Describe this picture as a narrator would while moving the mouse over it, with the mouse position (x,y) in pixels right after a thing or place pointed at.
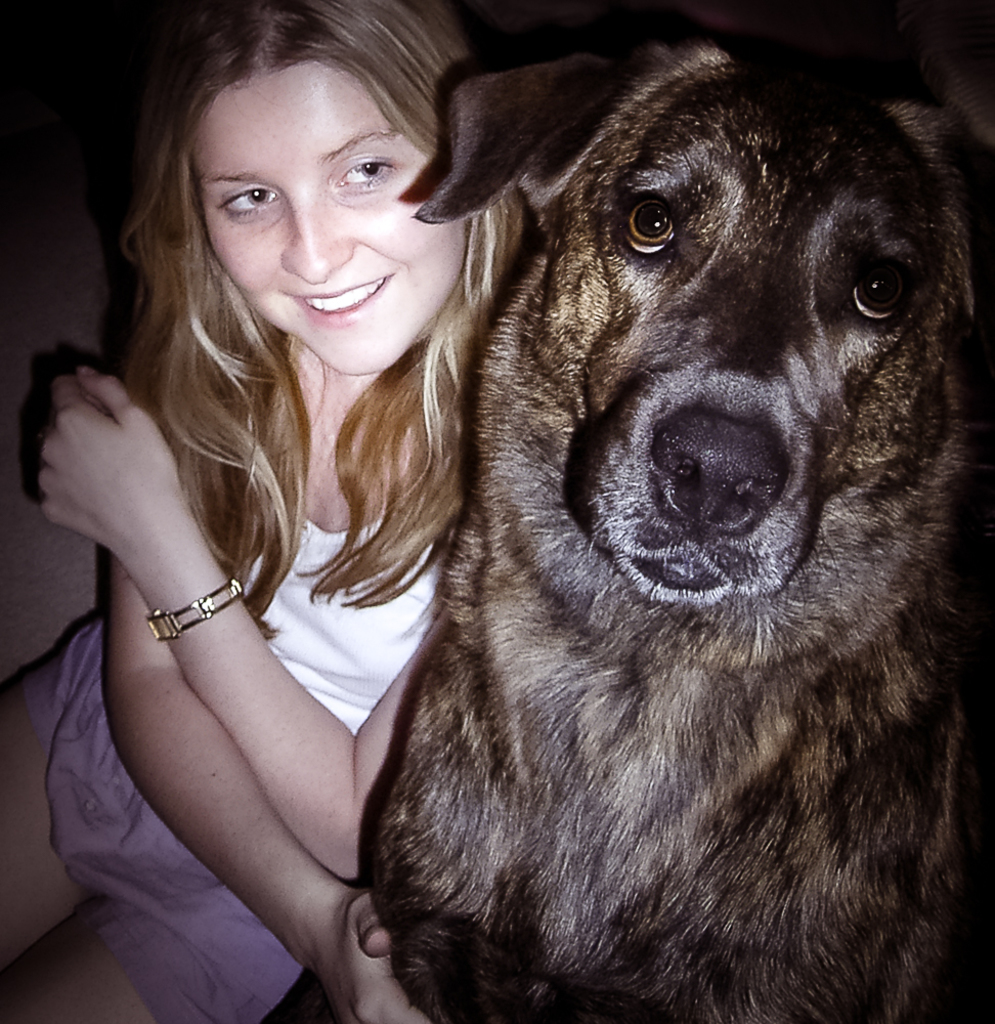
In this picture there is a woman (195,771) and a brown dog (648,600). On the left (308,52) woman (319,638) is wearing a white top (325,660).
